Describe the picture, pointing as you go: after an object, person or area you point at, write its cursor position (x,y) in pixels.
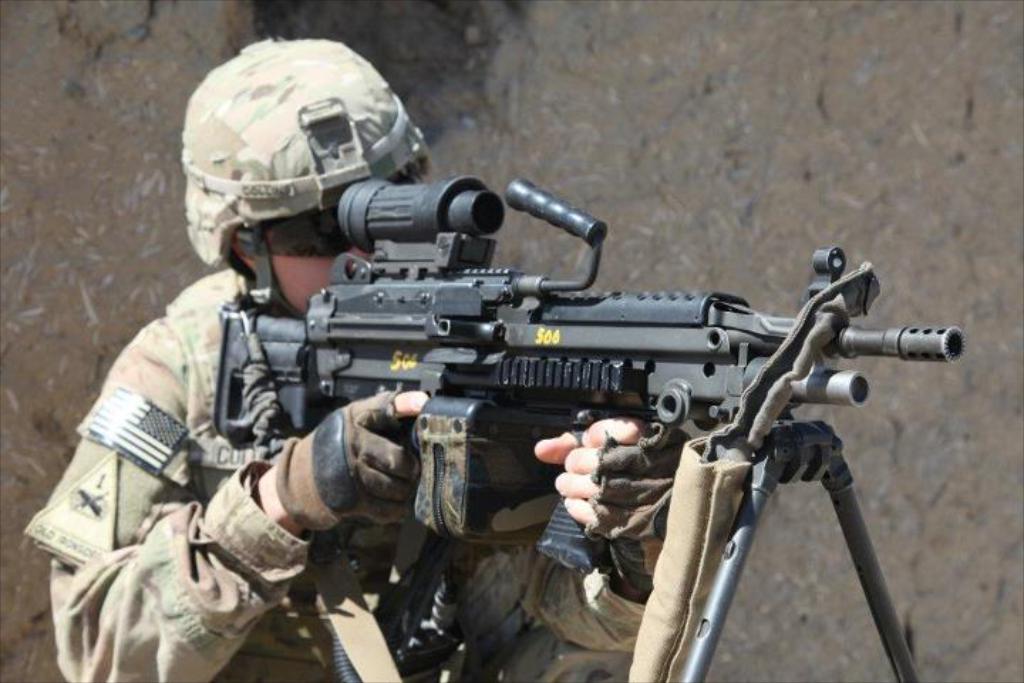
There is a person (206,309) wearing gloves (325,511) and helmet (224,104) is holding a gun (514,330). And the gun (586,363) is on a stand (744,533).
